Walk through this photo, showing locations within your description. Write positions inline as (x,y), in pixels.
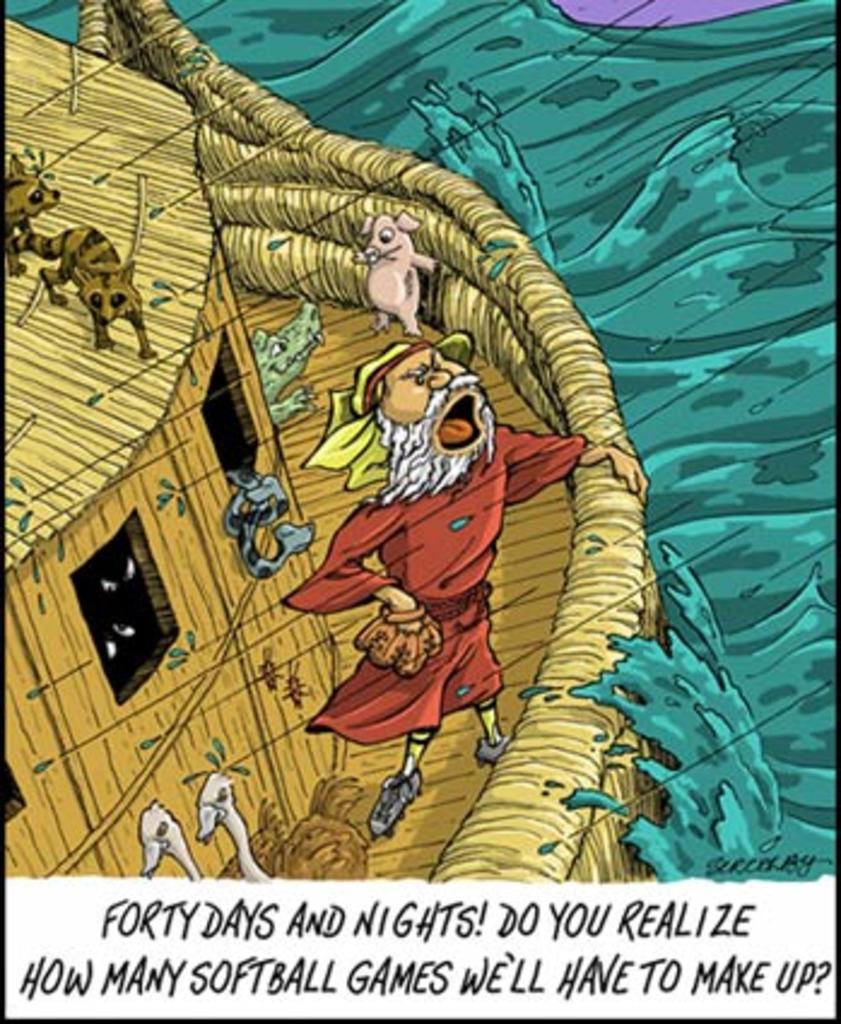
In this picture I can observe a cartoon image of a person (414,605) standing in the boat (306,487). This person (418,623) is wearing red color dress (358,579). There are some animals (106,328) in the boat (184,796). This boat (200,578) is in yellow color. The boat (80,134) is floating on the water (625,382). There is some text (136,972) in the picture.
